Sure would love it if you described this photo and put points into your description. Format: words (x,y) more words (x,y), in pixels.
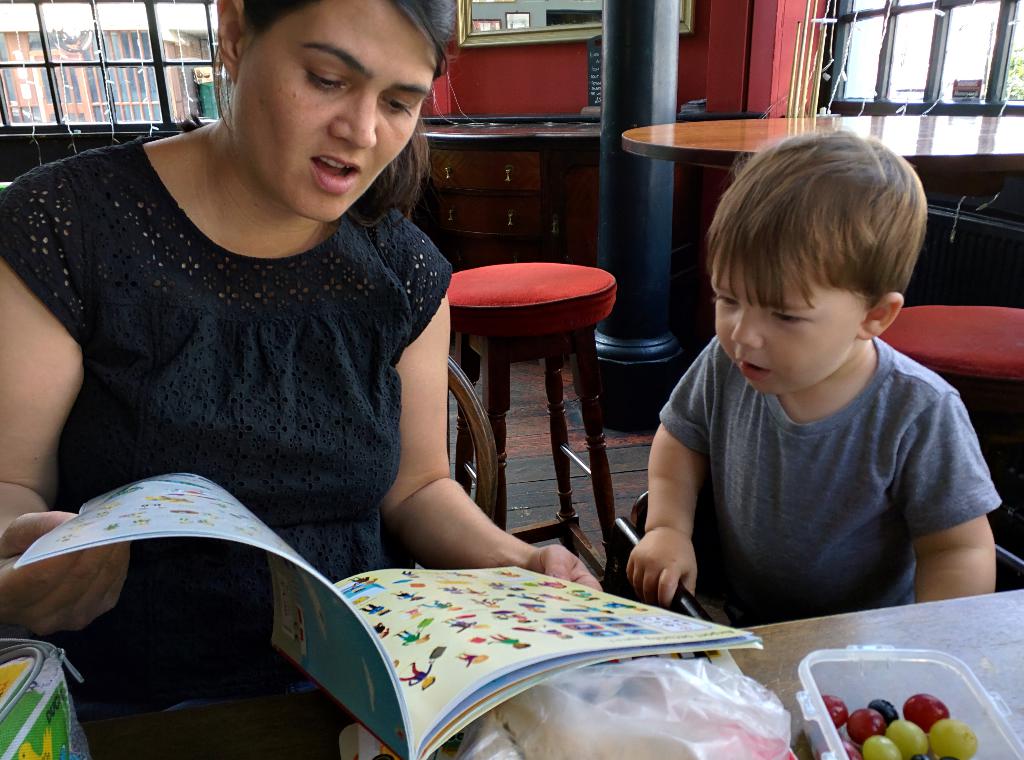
In this image I can see a woman (252,424) wearing black color dress (200,356) and looking into the book (413,635). Just beside this person (349,538) there is a baby (811,514) wearing a t-shirt (811,505). In the background (657,38) we can see a pillar (635,101), chairs (584,287) and table (912,136) and also there is a window (73,58). On the bottom of this image (945,634) there is a table (916,634). On this table (950,642) there is a box (877,693) and a bag (669,722) are placed.
